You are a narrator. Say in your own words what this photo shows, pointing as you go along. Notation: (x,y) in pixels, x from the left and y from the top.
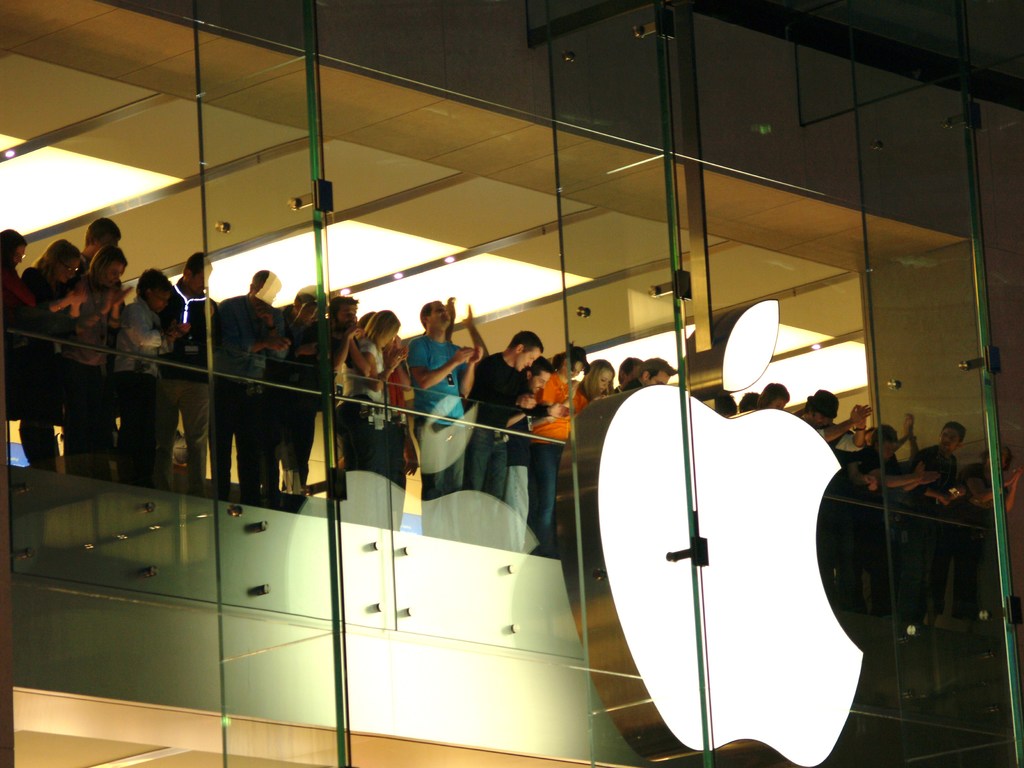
In this image, we can see a glass building (345,708). Through the glass (551,701), we can see a group of people (397,480) are standing near the glass railing (446,505). Here we can see icon (798,595), bolts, ceiling (582,336) with lights (506,301).
